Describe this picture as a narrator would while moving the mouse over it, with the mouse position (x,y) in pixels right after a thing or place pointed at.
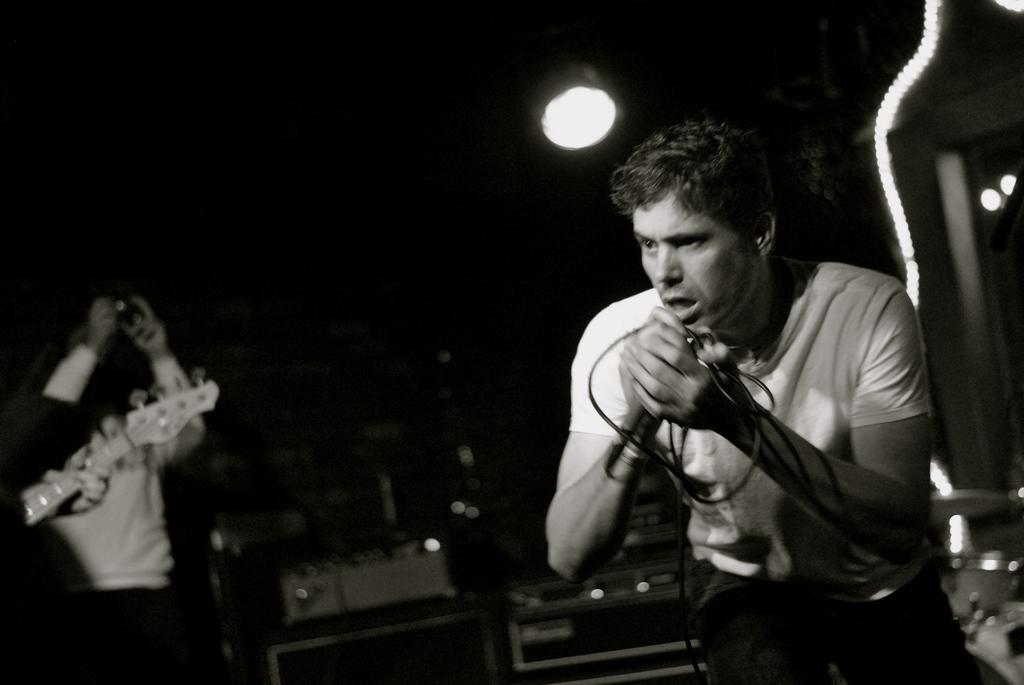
in this image there are some persons (702,475) and one person (763,373) is singing the song and another person (124,506) is holding a guitar (167,426) and there are some instruments (167,432) there on the stage (602,578) and background (393,436) is very dark.
